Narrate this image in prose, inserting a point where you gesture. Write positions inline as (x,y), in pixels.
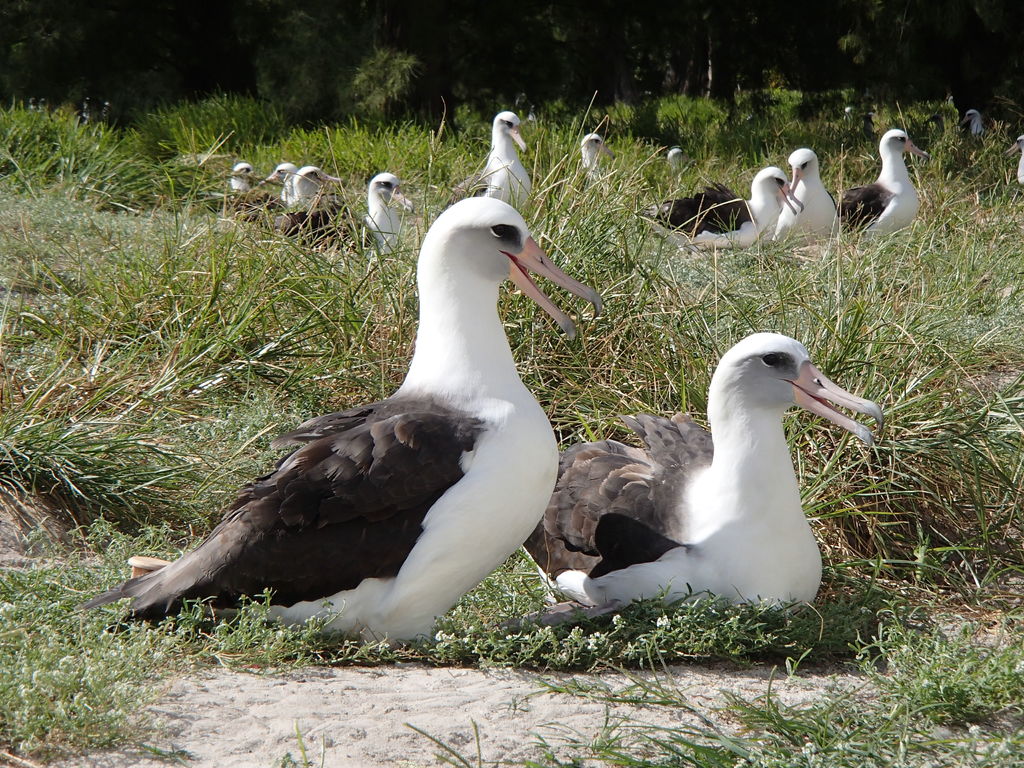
In this picture we can observe albatrosses (485,271) which are in white and black color on the ground (589,210). There is some grass (179,418) on the ground (318,312). In the background (422,112) there are trees (408,53).
